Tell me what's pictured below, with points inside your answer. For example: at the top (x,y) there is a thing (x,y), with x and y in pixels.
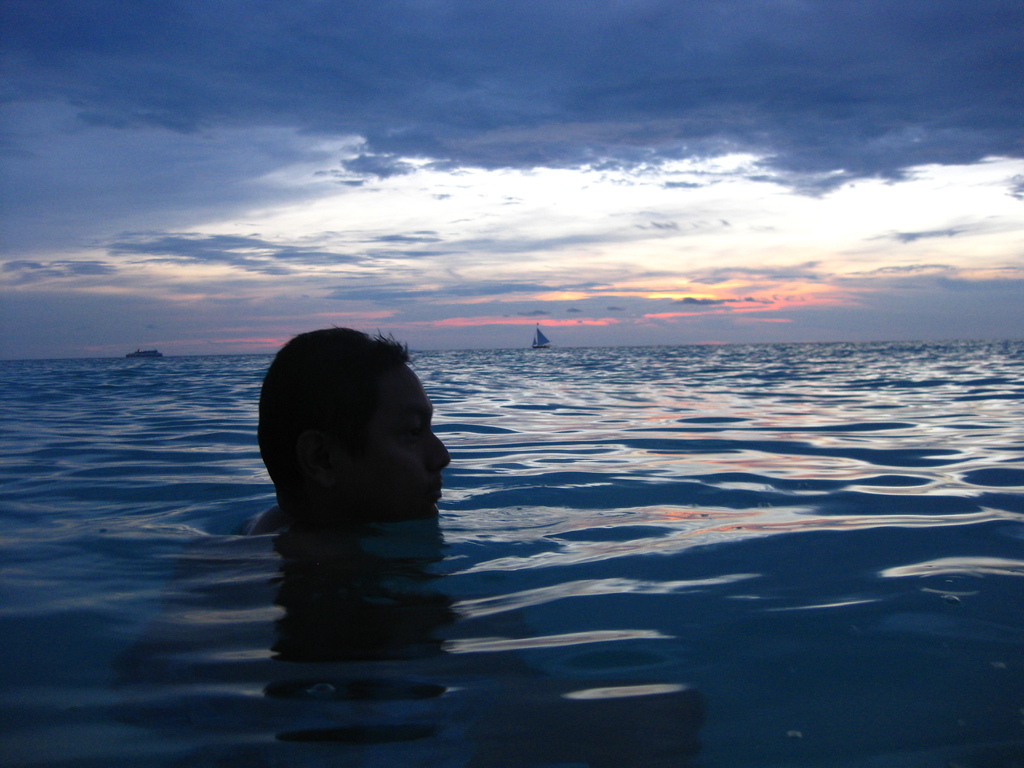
In this image we can see the head (337,353) of a person (338,351) and the rest of the body (296,519) is in the sea (338,629), there are a few boats (544,339). In the background (137,317) there is the sky (658,235).
